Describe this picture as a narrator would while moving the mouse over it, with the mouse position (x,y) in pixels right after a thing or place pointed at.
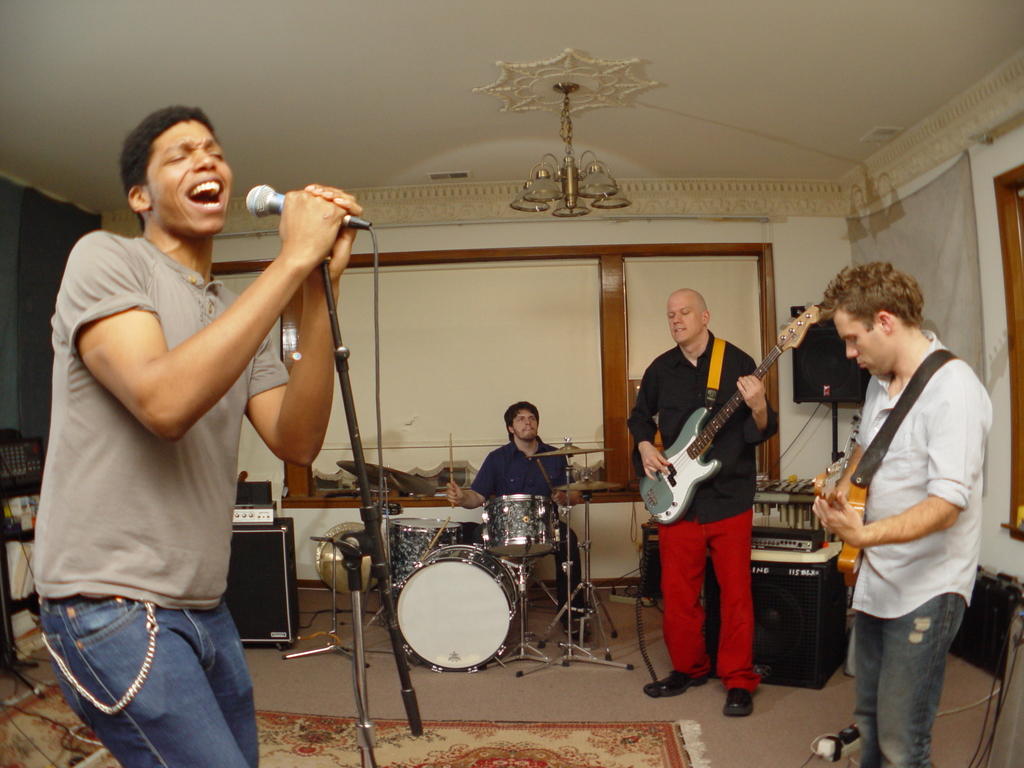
This picture describes about group of people (732,459) in the left side of the given image a man (142,294) is singing with the help of microphone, in the middle of the image (525,471) a person (509,463) is seated on the chair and playing drums (557,531), the right side of the image (712,505), the persons (745,528) are playing guitar (686,471).
